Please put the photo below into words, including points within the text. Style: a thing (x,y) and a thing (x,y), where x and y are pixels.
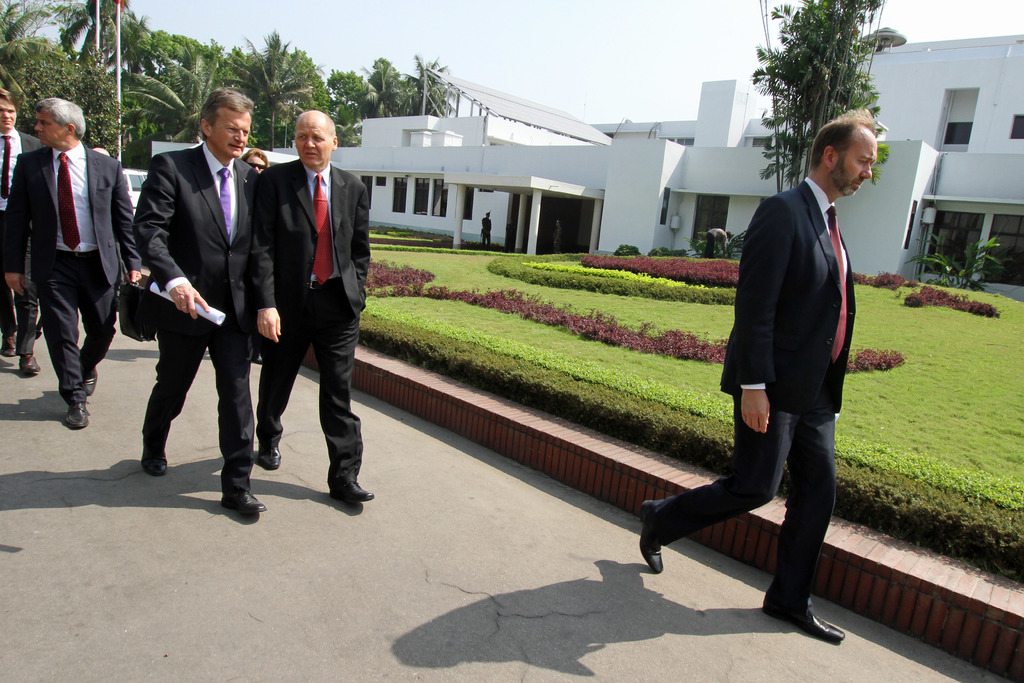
In the image there are few men (203,211) with black jacket (213,219) is walking on the road (395,568). Behind them there is a garden (477,316) with grass (446,256), green and maroon color small bushes (614,290). In the background (635,124) there is a building (683,186) with white walls (707,152), windows (401,191), pillars (455,242) and roofs (488,91). And also there are trees (804,144) in the background (53,83).
